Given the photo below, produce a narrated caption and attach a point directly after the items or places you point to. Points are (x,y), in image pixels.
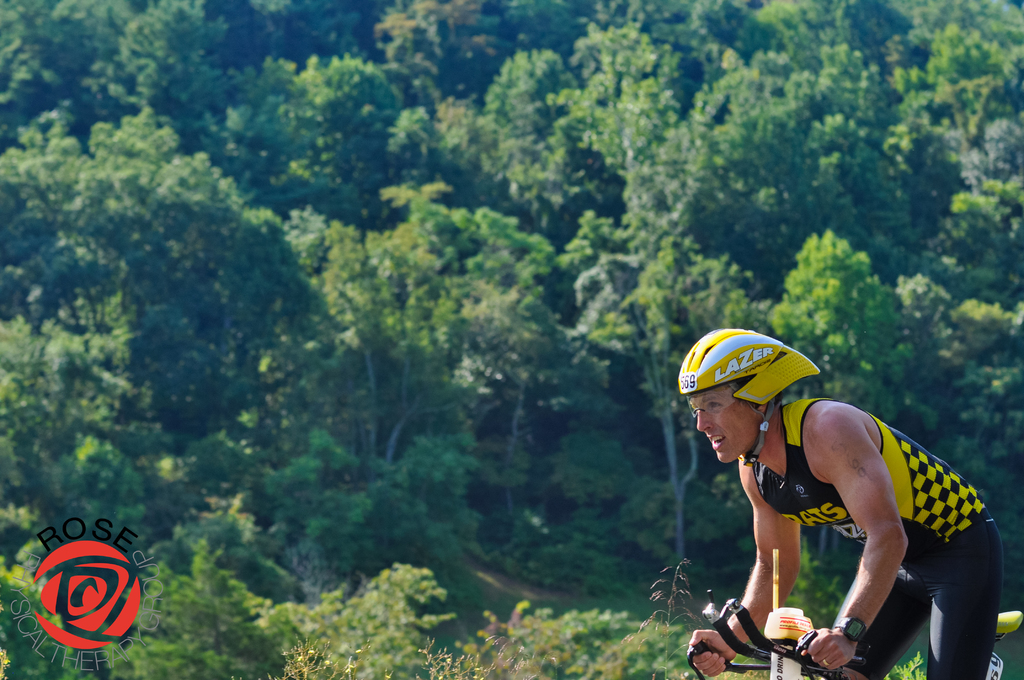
In this image we can see a man (870,586) riding a bicycle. In the background (377,621) there are trees (449,369).
